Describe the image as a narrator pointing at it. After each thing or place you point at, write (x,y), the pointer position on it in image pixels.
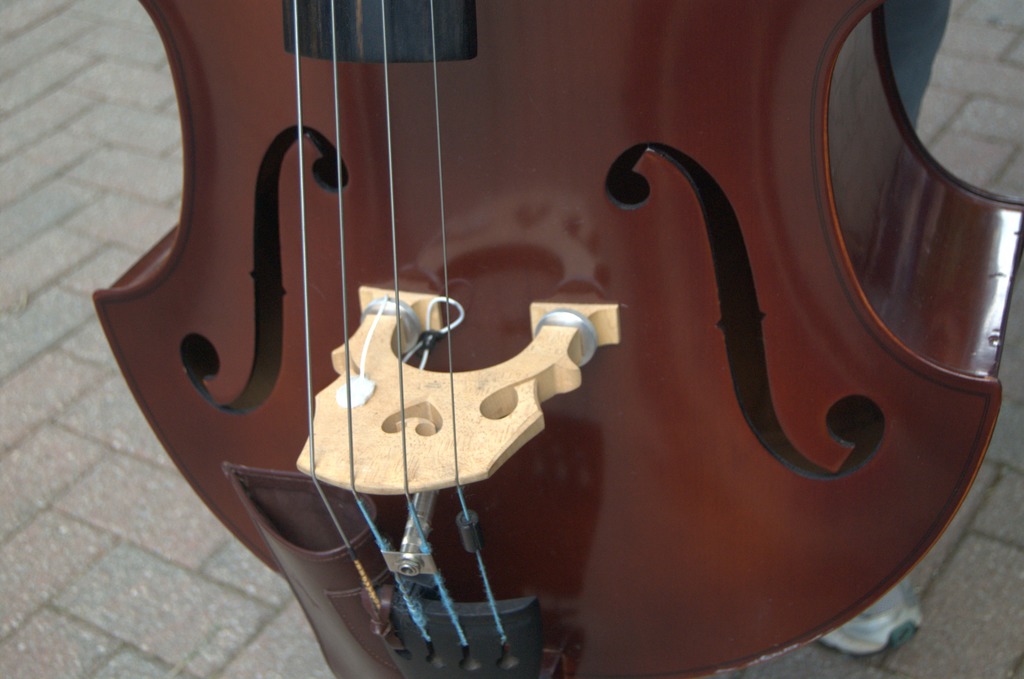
In this image in the middle (550,329) there is a brown color beautiful double bass (505,202). In the background (929,56) there is a person (911,63).
